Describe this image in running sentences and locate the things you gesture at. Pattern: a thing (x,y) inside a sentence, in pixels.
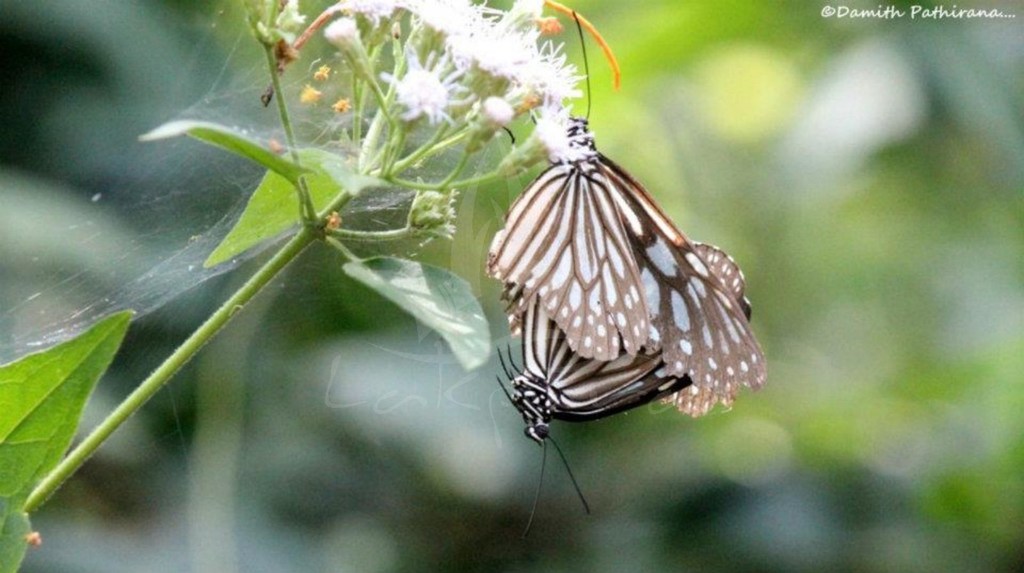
In this image there are butterflies (588,247) on a flower (504,101), in this image there are leaves (14,480) and stem (66,464).
